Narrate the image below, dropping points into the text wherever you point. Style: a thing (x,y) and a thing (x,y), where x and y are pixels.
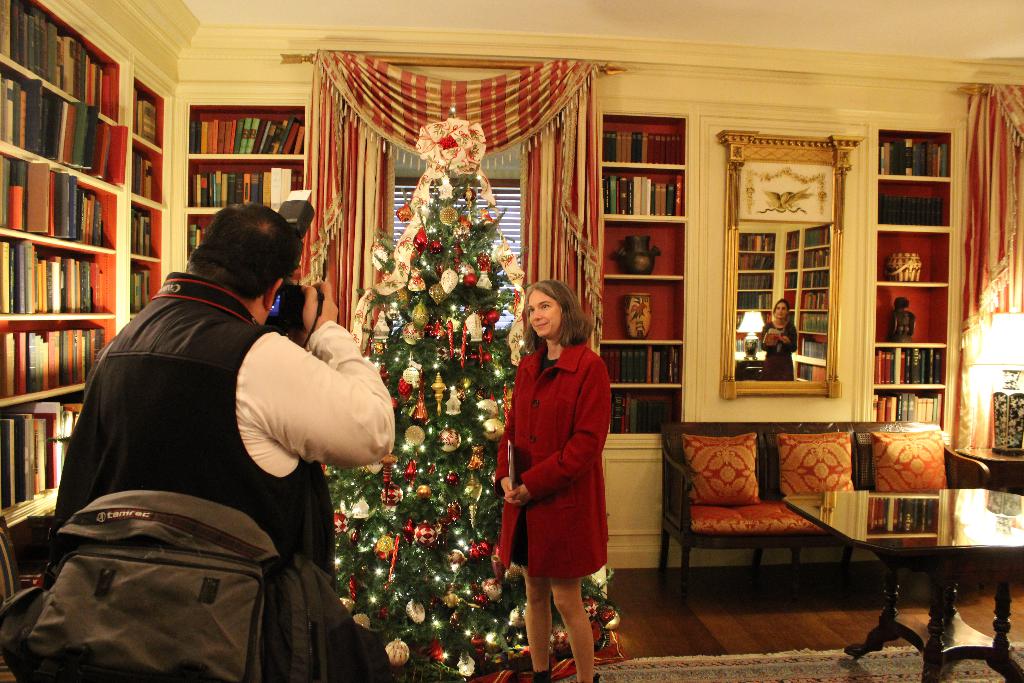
In this image I see a man (236,250) holding camera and he is wearing a bag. In the background (11,459) I see rack (3,510) full of books (7,16), curtain (548,251), a woman (571,326) who is smiling and standing in front of a Christmas tree (502,654) and I see a sofa (671,450), a table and the wall (708,292).
